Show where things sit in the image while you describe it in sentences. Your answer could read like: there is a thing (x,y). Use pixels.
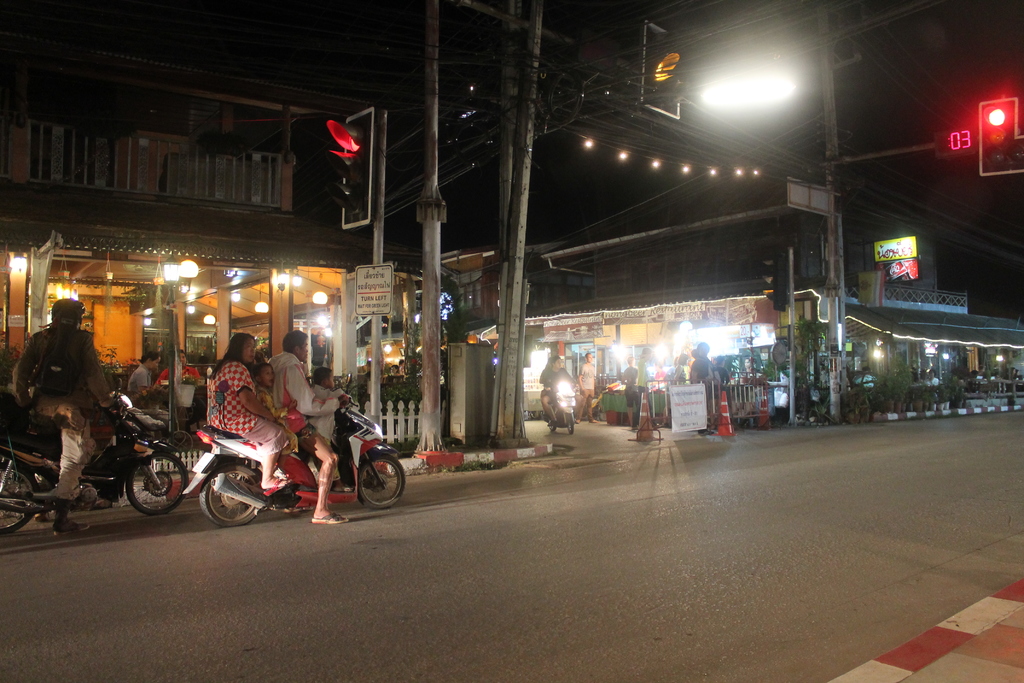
As we can see in the image there are buildings (249,88), lights (795,80), traffic signals (676,87), few people (300,419) here and there and few of them are sitting on motor cycles (565,421).
